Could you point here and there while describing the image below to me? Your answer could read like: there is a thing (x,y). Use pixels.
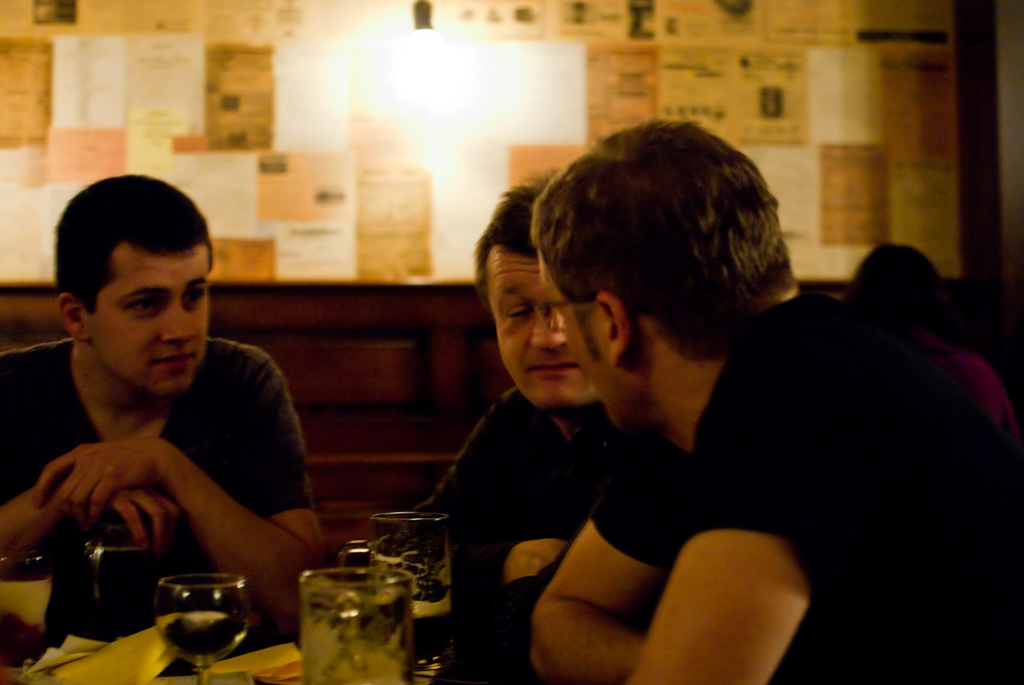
There are three men (537,460) sitting and wearing a black color t shirts (84,416) as we can see in the middle of this image (607,379) we can see glasses (236,579) at the bottom of this image (207,623). There is a wall (316,313) in the background (382,248).
